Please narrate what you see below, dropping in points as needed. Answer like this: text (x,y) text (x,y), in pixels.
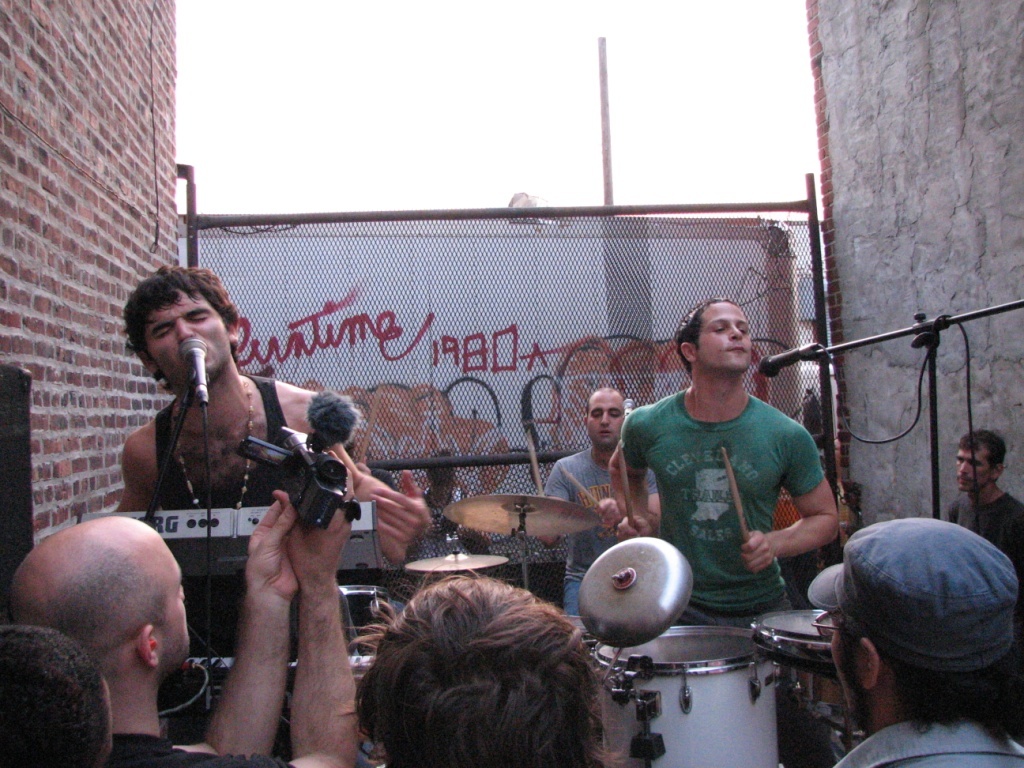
In this image, There are some people (707,452) standing and singing in the microphones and there are some people (912,757) sitting and in the background (72,235) there is a brown color wall (84,160).
